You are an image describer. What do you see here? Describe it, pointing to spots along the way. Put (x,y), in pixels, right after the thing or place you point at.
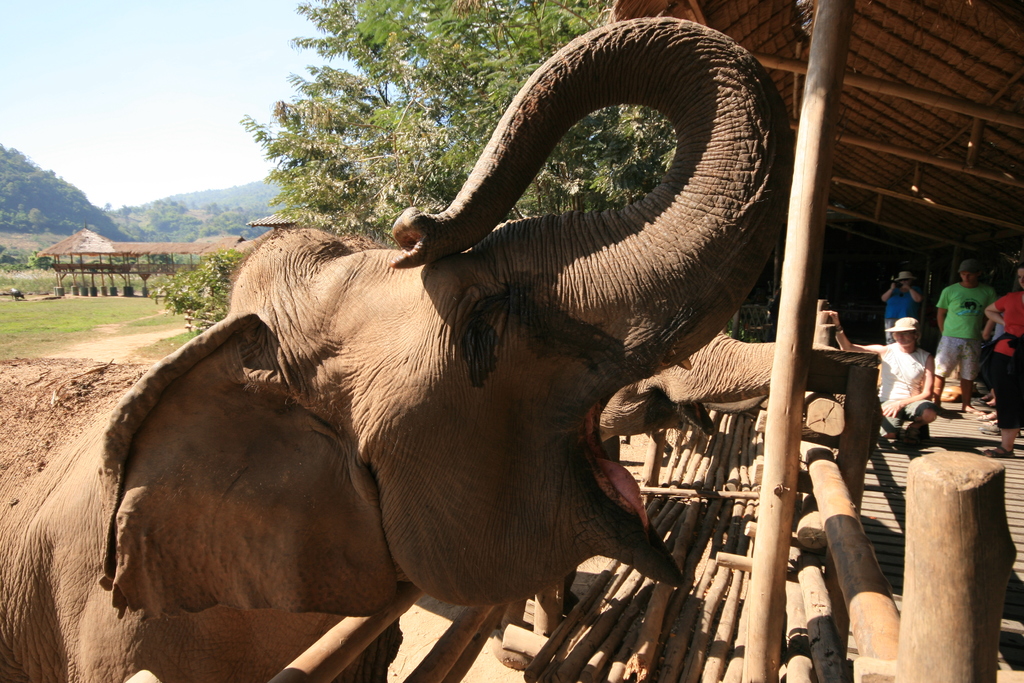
In this image there is the sky (176,98) towards the top of the image (214,55), there are trees (295,150), there is grass (76,319) towards the left of the image (58,321), there is ground (130,338), there are wooden objects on the ground (143,330), there are elephants (539,337), there are persons (969,297) standing towards the right of the image (898,300), there is a man (911,308) taking a photo, there is roof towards the top of the image (884,84).
